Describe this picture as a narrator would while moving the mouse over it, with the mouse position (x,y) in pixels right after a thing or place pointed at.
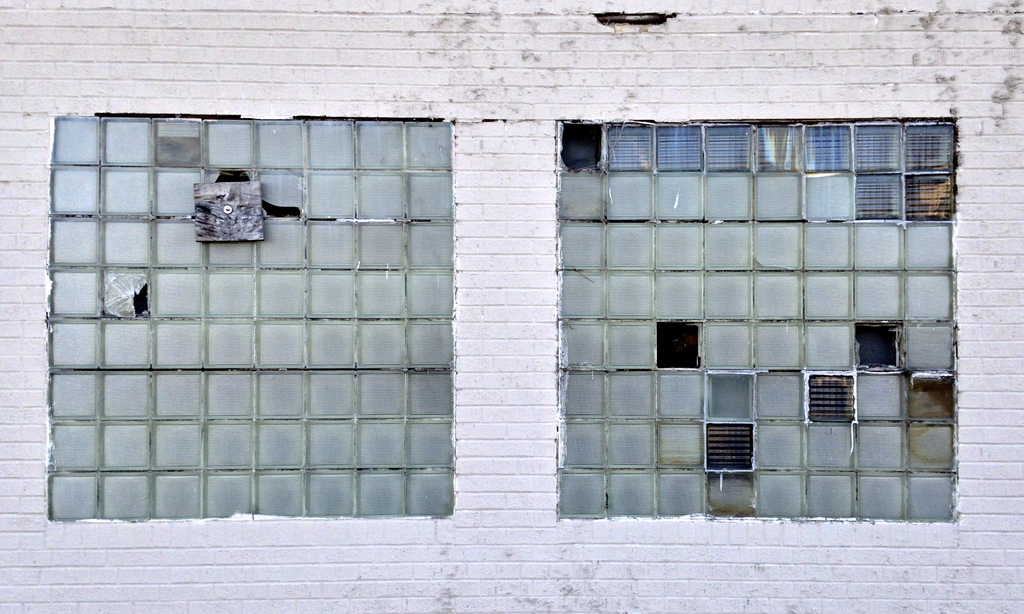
In this picture we can see the wall (19,64) and the windows (861,440).
